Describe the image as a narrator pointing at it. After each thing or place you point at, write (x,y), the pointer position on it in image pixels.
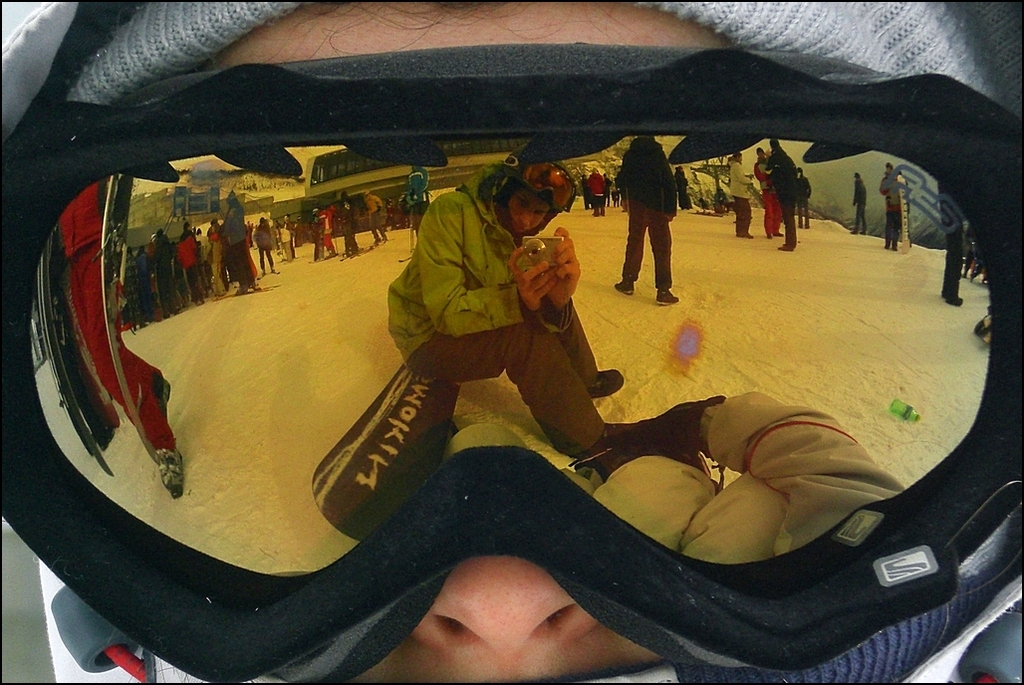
In this picture we can see a person (592,438) wearing a goggles (326,404), here we can see a person (465,363) sitting on a snow board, wearing a helmet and holding a camera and in the background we can see a group of people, buildings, snow (747,370) and some objects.
